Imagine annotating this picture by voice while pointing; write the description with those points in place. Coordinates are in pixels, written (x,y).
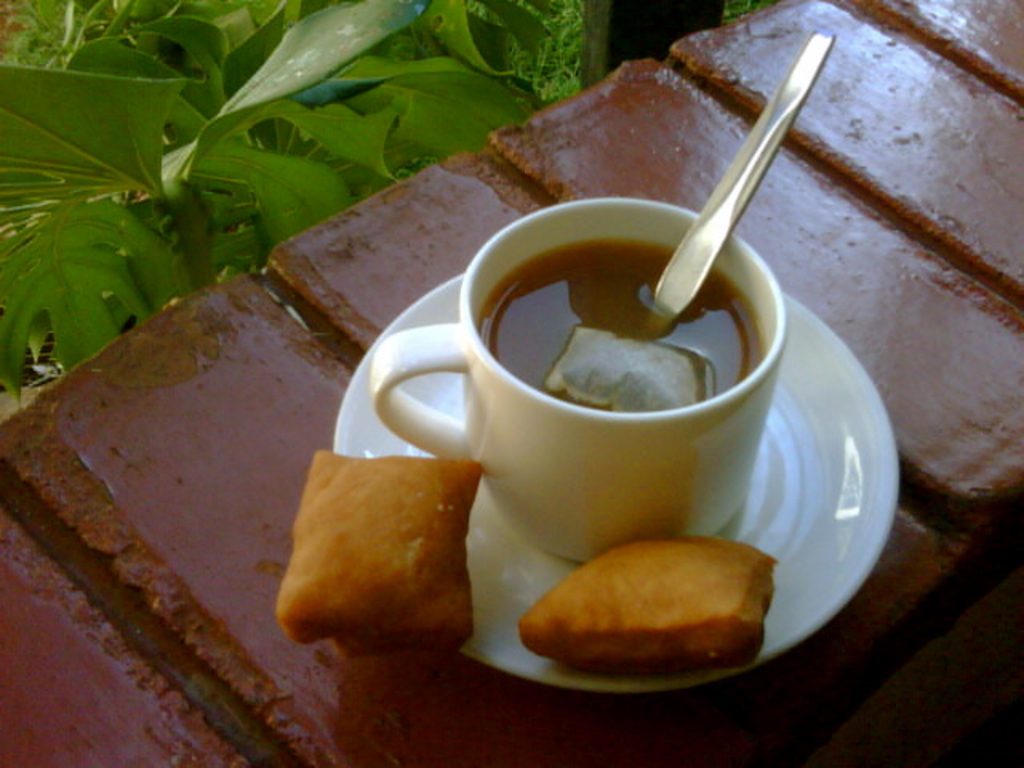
In this image, we can see a white color saucer (506,643), there is a white color tea cup (580,442) kept in the saucer (788,494), there is a spoon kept in the cup (521,437), there is a green color plant (224,163).
